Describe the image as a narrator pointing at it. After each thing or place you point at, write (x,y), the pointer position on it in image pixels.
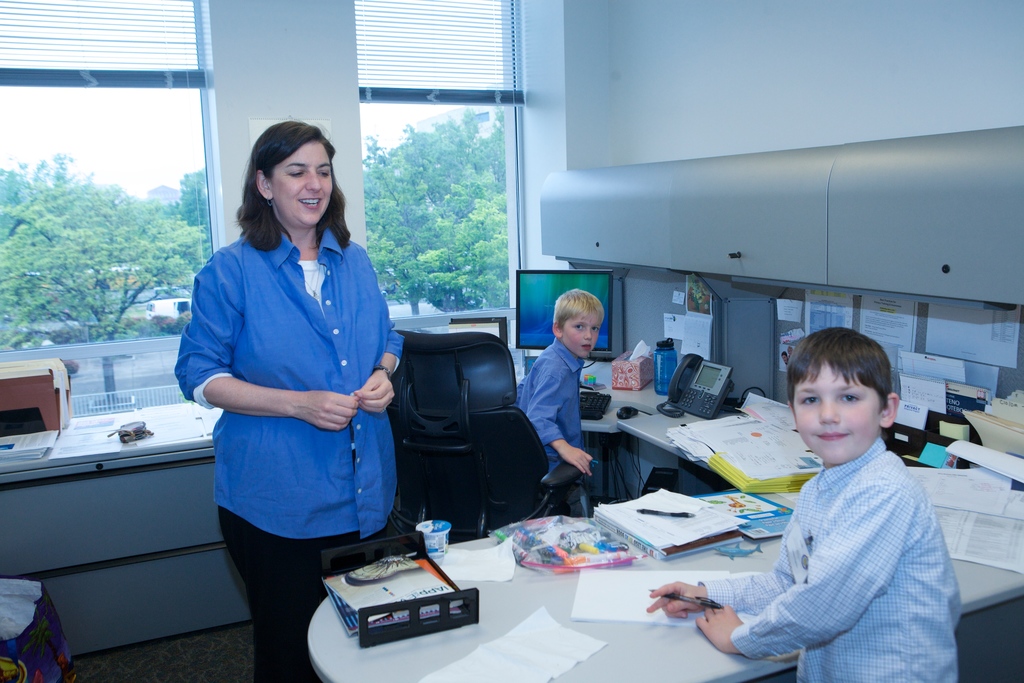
This person (555,352) sitting on the chair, these two persons (818,603) are standing. We can see books (643,539), papers (645,523), pens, tray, cup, telephone (680,393), bottle (669,342), tissue box (646,364) and objects (536,323) on the table (981,642). On the background (339,122) we can see glass window (33,138), wall (300,31), from this glass window (440,191) we can see trees (121,322), road (131,388), fence (155,401). This is road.
